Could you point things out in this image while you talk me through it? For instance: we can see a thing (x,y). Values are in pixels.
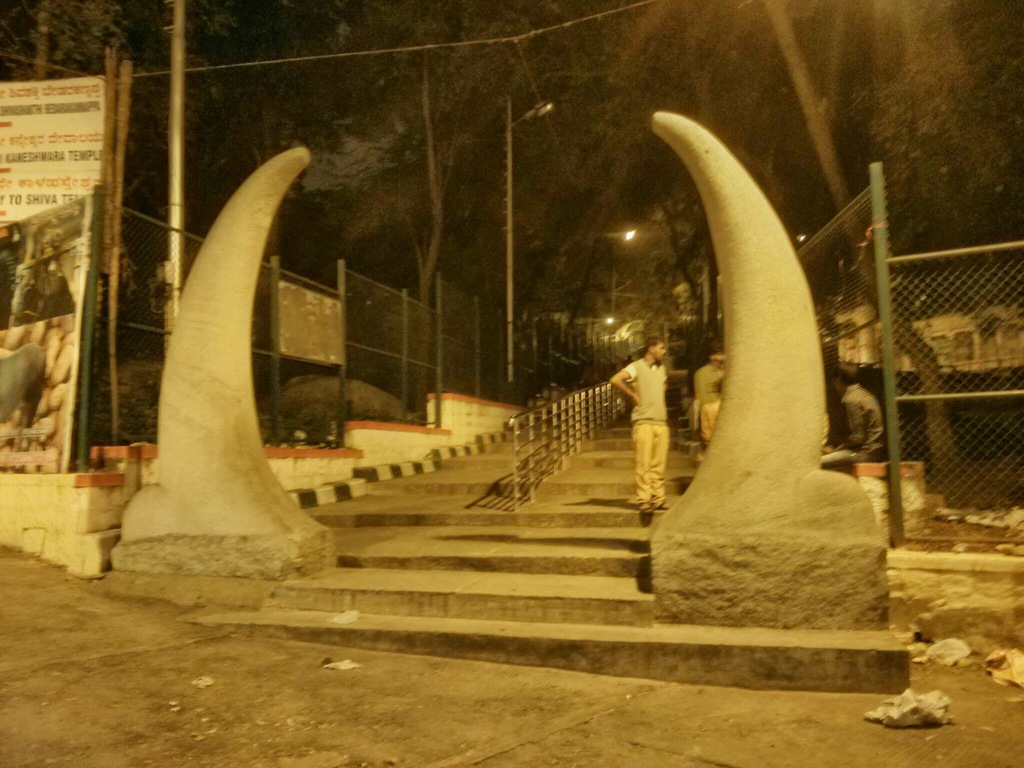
In this image we can see two people (663,460) standing on the staircase (624,534). We can also see the railing (572,407), the sculptures (204,491) beside the staircase (594,572) and the metal fence (91,408). On the left side (74,432) we can see a banner (60,446) with some text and pictures (74,415) on it. On the right side (978,355) we can see a building (967,361). We can also see some poles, wires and a group of trees (884,168).
